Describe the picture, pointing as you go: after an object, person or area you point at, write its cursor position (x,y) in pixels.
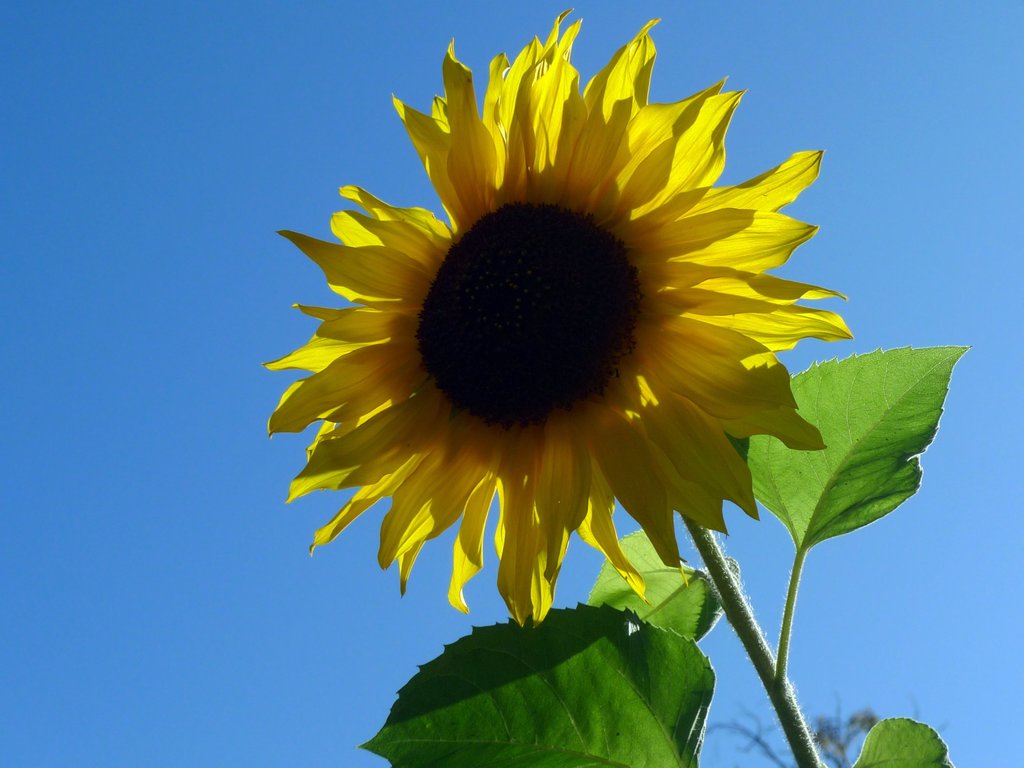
In this picture I can see a sunflower (662,450) with leaves (679,627), and in the background (365,187) there is the sky (955,129).
